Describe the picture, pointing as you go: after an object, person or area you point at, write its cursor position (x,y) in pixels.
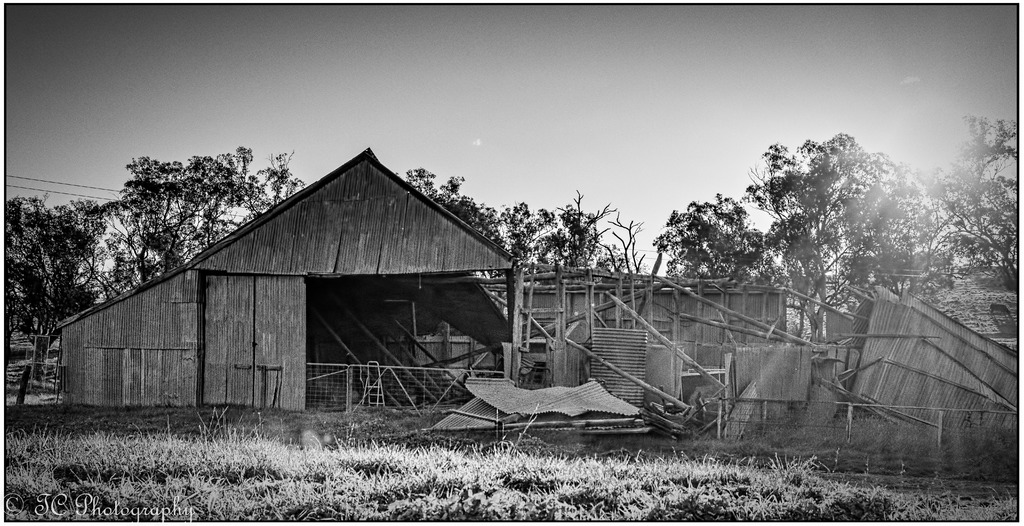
This is a black and white image. In this image we can see wooden house (492,311), trees (17,236), grass (124,499). In the background (647,106) there is sky (481,99).
